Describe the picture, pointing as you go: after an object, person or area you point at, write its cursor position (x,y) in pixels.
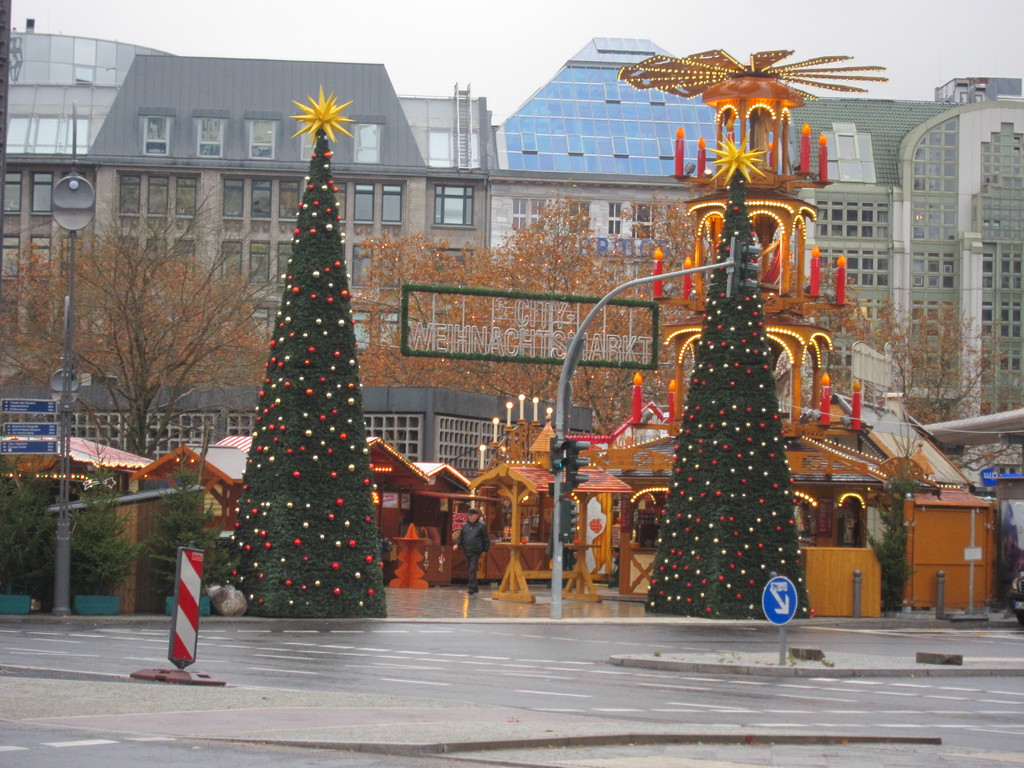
In the foreground (536,516) I can see a board (781,616), street lights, christmas trees (334,525) and tents (447,489). In the background (463,451) I can see trees (592,404), buildings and windows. On the top (440,46) I can see the sky (452,90). This image is taken during a day.
